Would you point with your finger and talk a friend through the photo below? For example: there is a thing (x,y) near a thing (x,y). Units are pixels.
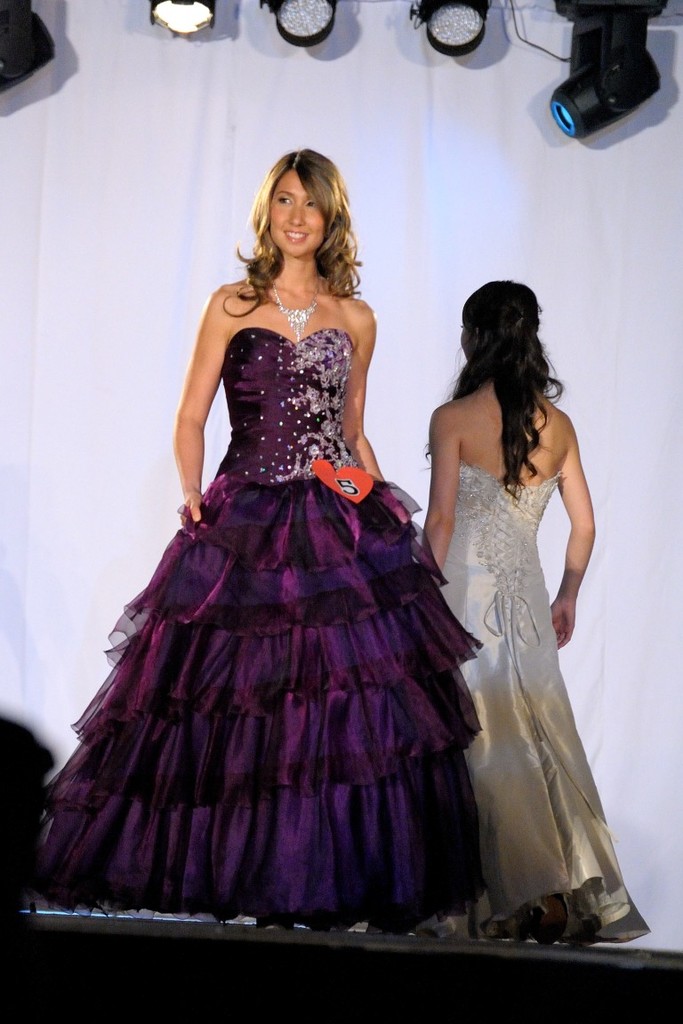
In this image we can see two persons (350,421), there are some lights (171,26) and the background (451,79) looks like the wall (532,65).
